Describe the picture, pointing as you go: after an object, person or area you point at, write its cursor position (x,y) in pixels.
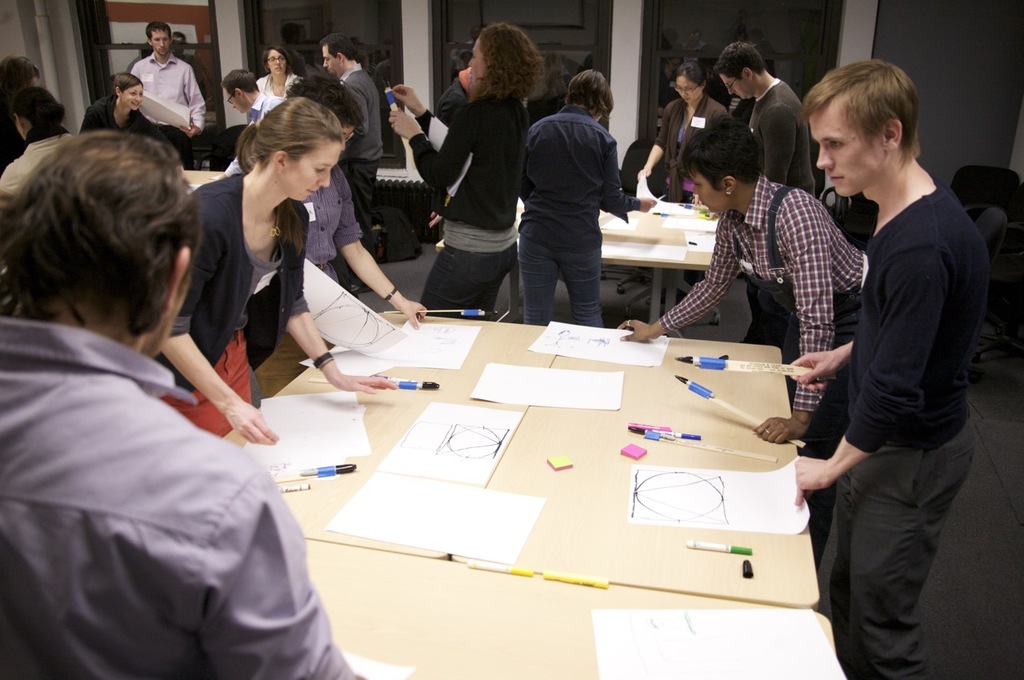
There are so many people (654,331) in the room (226,42). And there is a table (578,520) in this room (547,388). There are papers (334,426) on this table (558,482) and some pencils (574,576) are over there. One lady (272,220) wearing a blue jacket (221,309) and red pants (236,390) holding the paper (312,427).
